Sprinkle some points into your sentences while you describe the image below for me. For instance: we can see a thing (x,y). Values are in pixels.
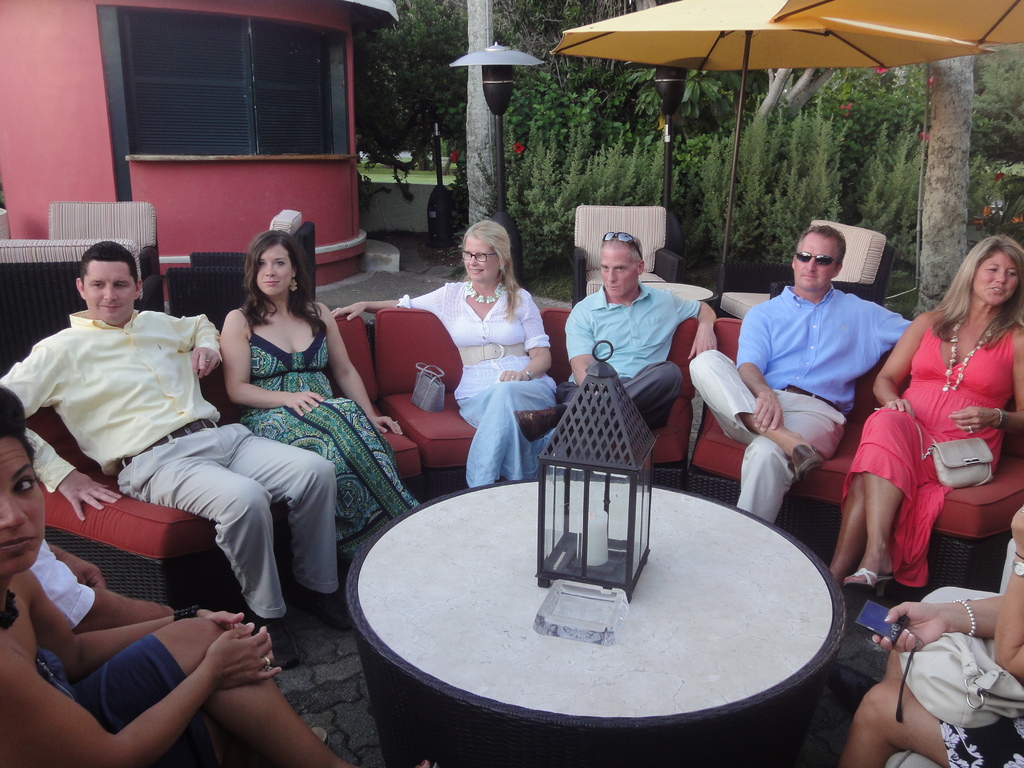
There are four ladies (387,418) and three men (208,363) are sitting on a red color sofa (160,576). In front of them there is a table (668,622). On that table (651,622) there is an object (607,508). Inside that object (609,522) there is a candle (593,537). Behind them there are some trees (589,143), lamps (506,80). We can also see red color building (194,67).
